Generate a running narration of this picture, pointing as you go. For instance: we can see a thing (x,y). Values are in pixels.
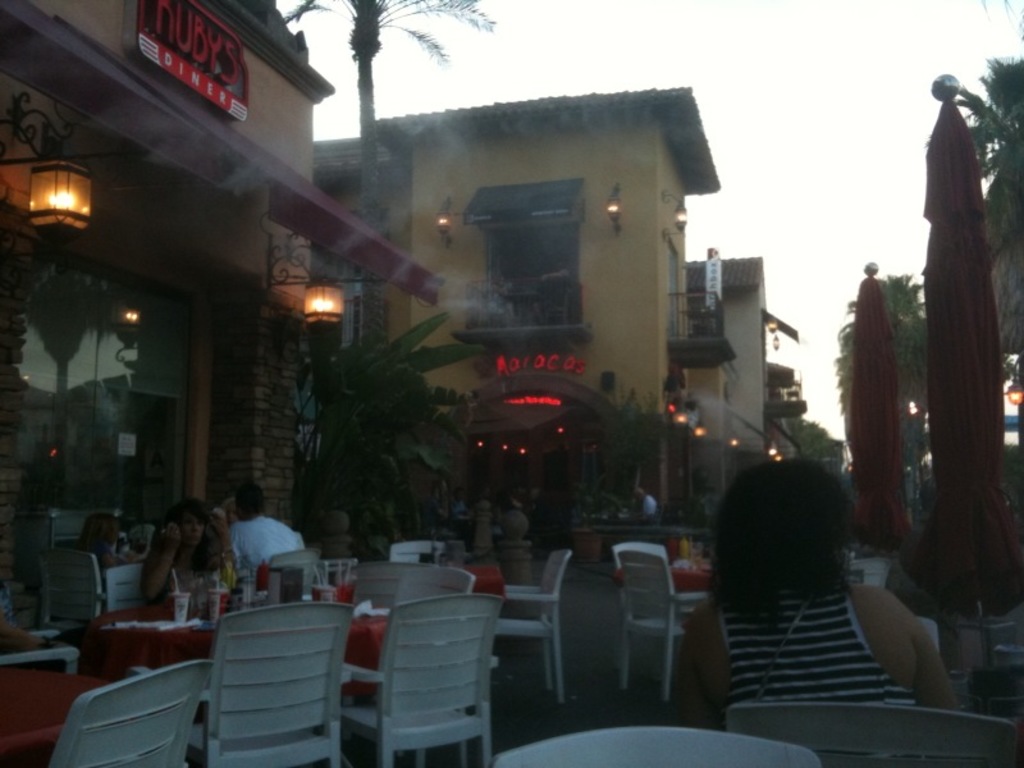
In this picture, we see many chairs (288,718) and tables (166,657). Beside that, we see some people (165,542) are sitting on the chairs (256,625). Beside that, there is a building (228,307) and it might be a hotel (183,464). Beside that, there are buildings (618,298) and trees (981,116). On the right side of the picture (936,339), we see trees (1010,475) and the umbrellas (957,403) in red color. At the top of the picture (713,116), we see the sky (533,36). This picture is clicked in the evening.
